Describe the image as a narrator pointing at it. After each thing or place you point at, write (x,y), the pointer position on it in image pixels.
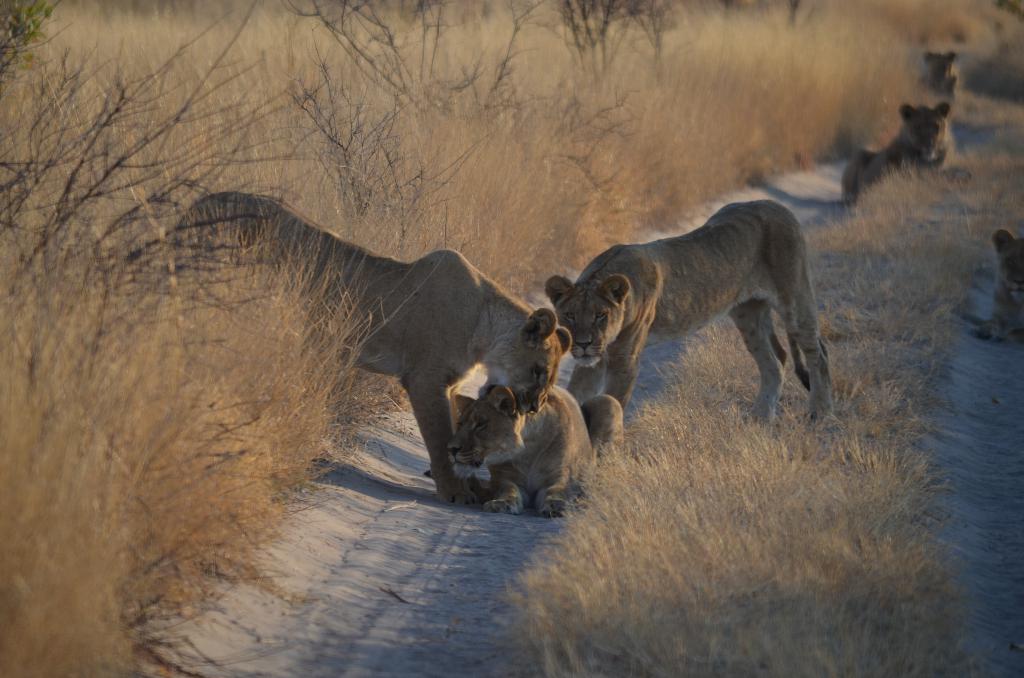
In this image, we can see a few lions (762,340) sitting and standing on the ground (1005,466). We can also see the grass (272,140) and some plants (387,33).
